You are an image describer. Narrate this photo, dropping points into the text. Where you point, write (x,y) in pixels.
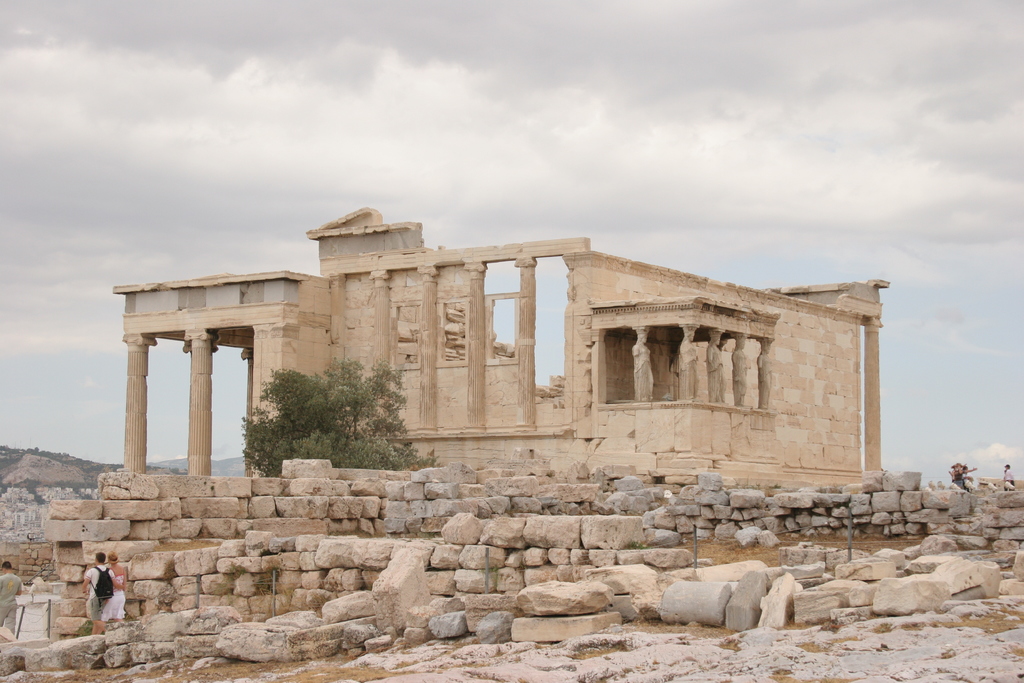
In this image there are a few people (111,601) walking and a few people (965,472) sitting on the rocks (935,507), in this image there is a tree (346,432) and there is an archaeological site (687,374). In the background of the image (89,463) there are mountains (60,472) and rocks (218,545), at the top of the image (237,93) there are clouds (403,219) in the sky (335,176).
